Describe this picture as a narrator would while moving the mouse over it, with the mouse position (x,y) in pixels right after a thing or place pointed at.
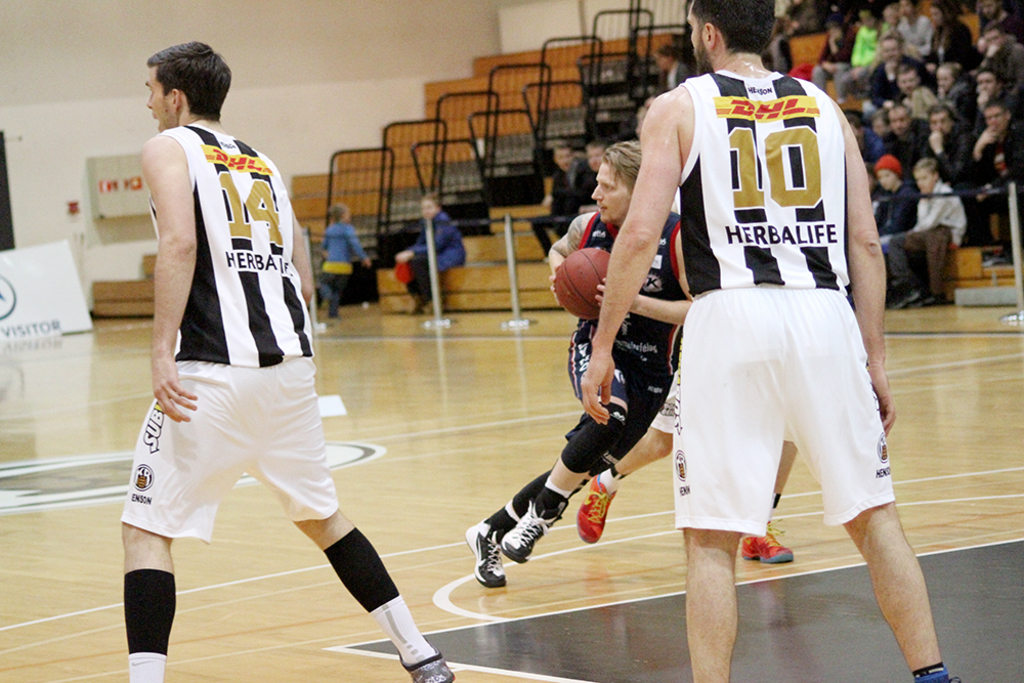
There are few persons (633,255) playing and he is holding a ball (572,310) with his hands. In the background (550,217) we can see group of people (902,201). There is a banner (68,272) and this is wall (399,58).
